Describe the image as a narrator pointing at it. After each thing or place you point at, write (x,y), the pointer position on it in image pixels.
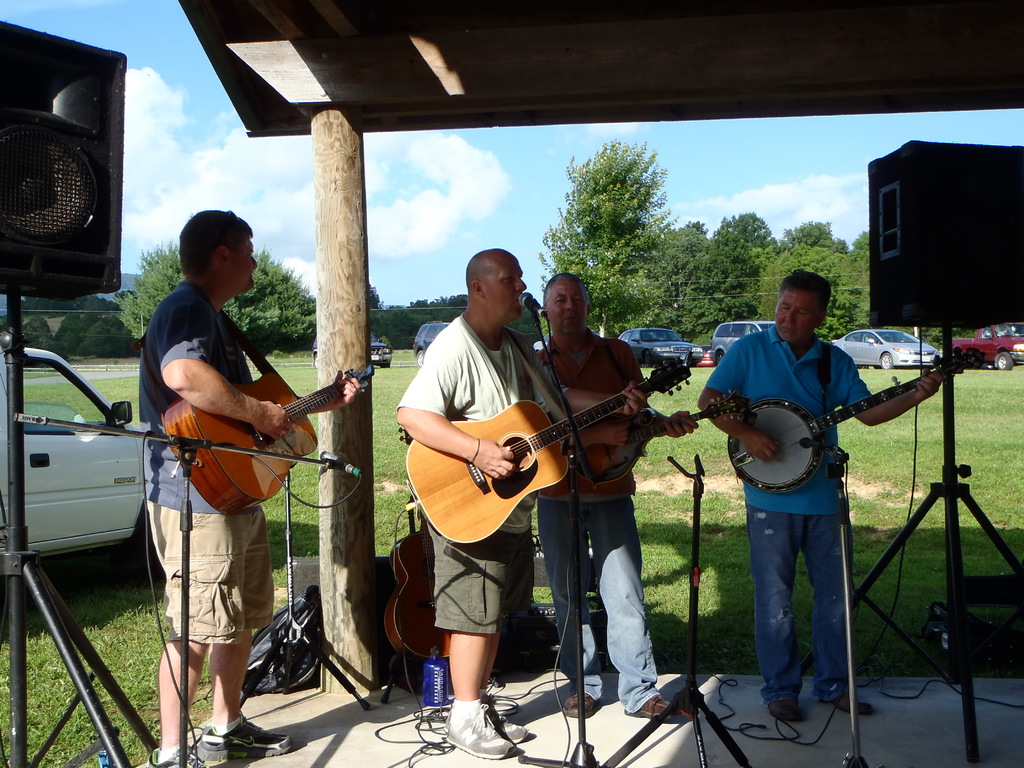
Here we can see a four people (174,707) who are standing and they are playing a guitar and singing on a microphone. In the background (726,330) we can see cars (636,350) and trees (678,246) and a sky (676,174) with clouds (442,140). There is a speaker (941,171) on the right side (959,162) and left side (24,63) as well.
